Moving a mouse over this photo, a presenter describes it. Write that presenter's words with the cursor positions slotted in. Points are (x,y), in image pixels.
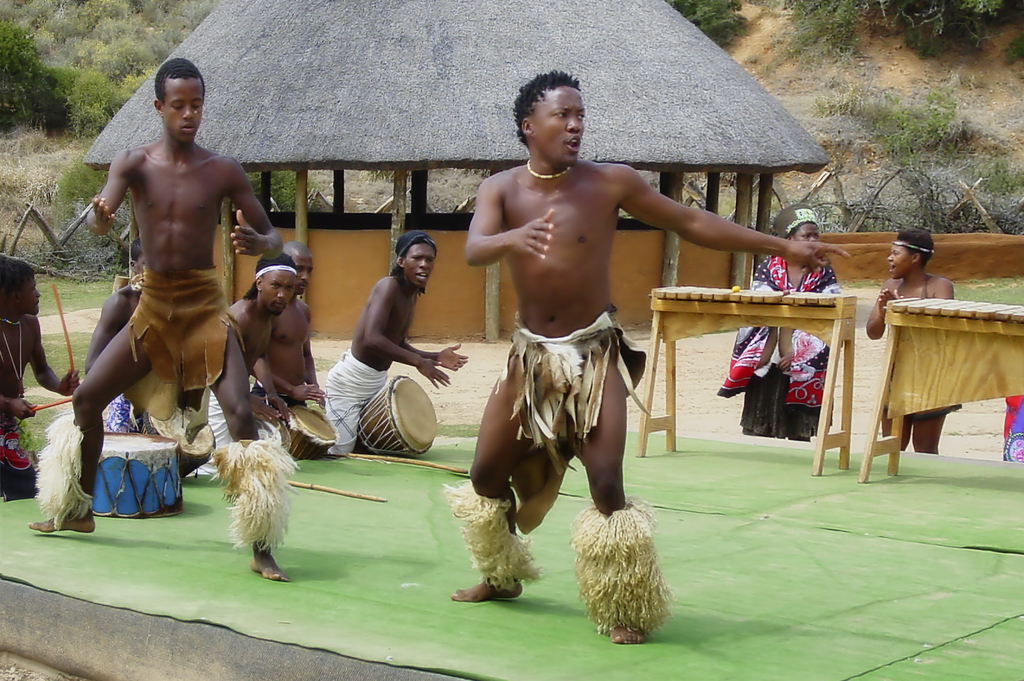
In this picture there is a group of African boys (564,375) wearing dry leaves dress (510,568) and dancing on the stage (337,577). Behind there is a straw shed house (304,170) and some trees (29,50) and plants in the background (688,89).
